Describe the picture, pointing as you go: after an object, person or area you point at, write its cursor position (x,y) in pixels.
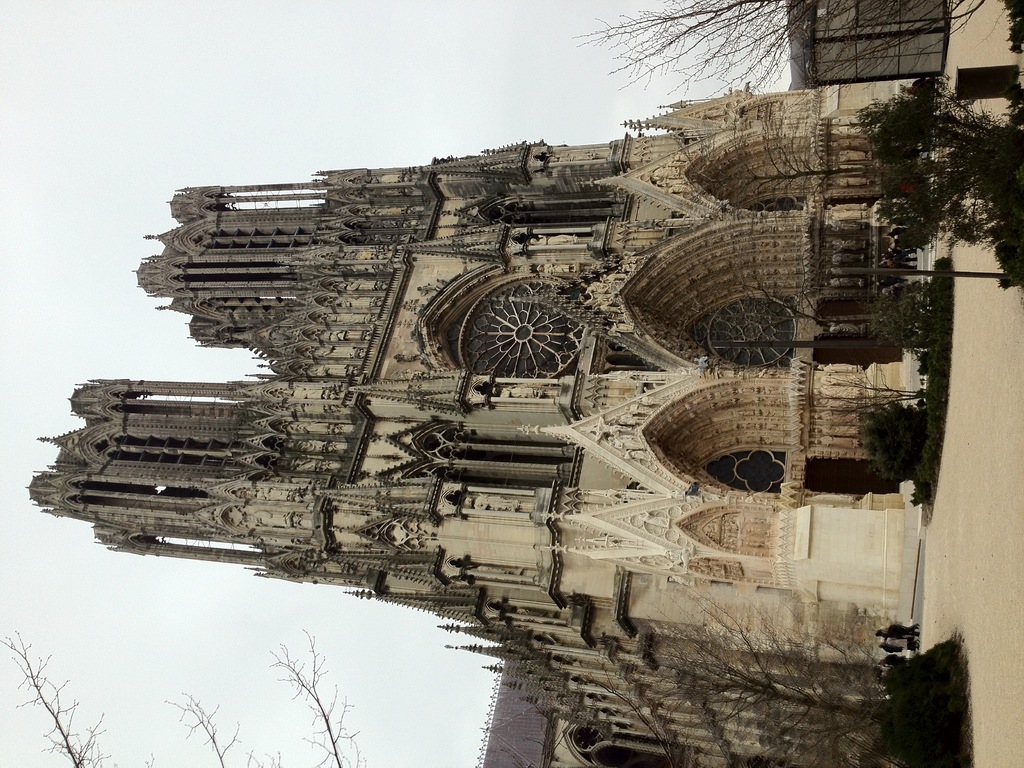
There are trees (952,178) near a pole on the ground (938,245). In front of them, there is dry land (988,300). In the background (913,600), there are two persons (913,636) walking on the road (919,619) near plants (911,713), a tree (889,696) and building (691,519) which is having towers (438,576) and designs (554,303). And this building (771,425) is near trees (898,316) and plants (940,322) and there is sky (113,108).
